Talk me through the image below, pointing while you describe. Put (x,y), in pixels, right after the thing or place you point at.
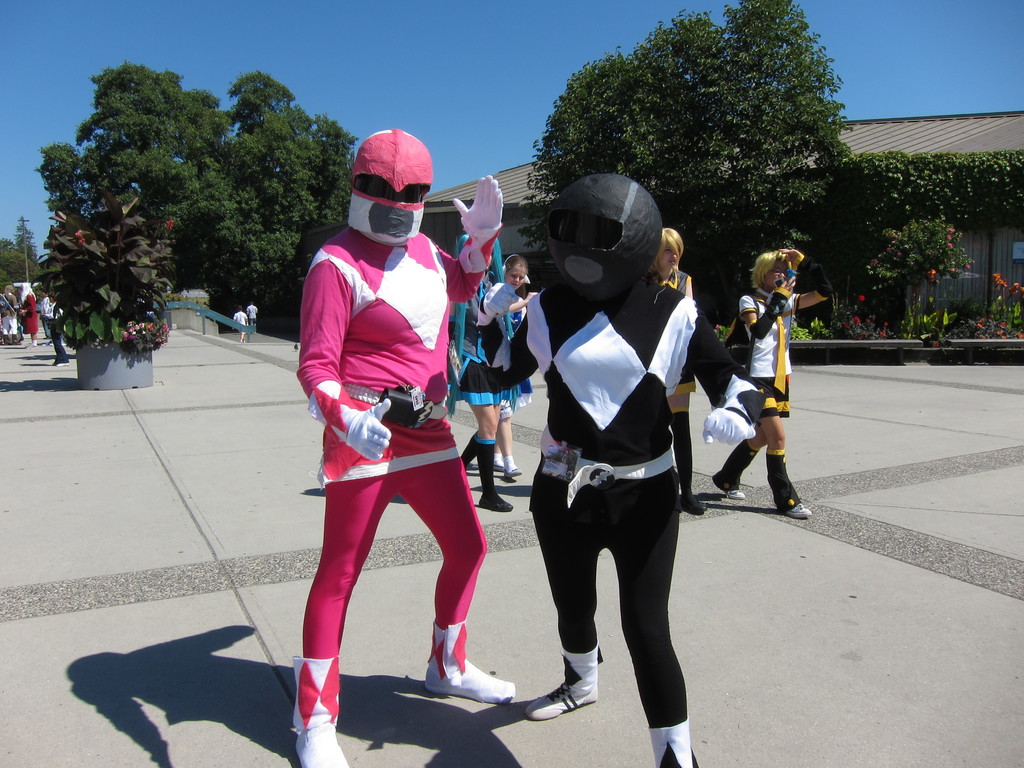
In this picture we can see a group of people (451,686) on the road (478,659) and in the background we can see trees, house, sky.
